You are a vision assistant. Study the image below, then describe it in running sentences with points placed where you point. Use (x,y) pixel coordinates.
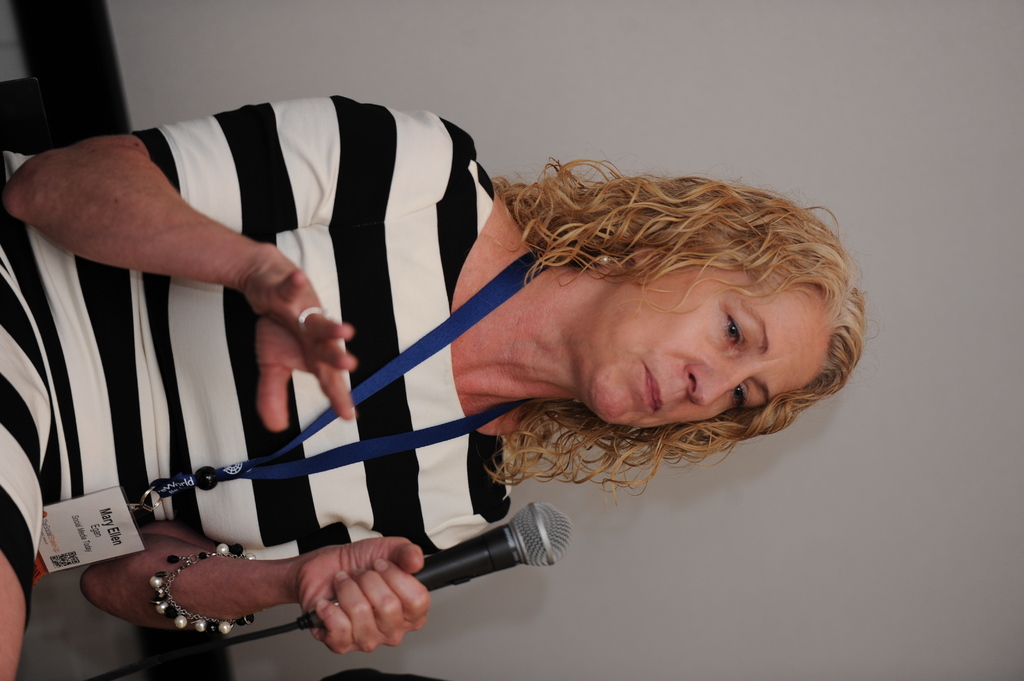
In this image i can see a woman (224,340) wearing a white and black striped dress (135,381) and a id card (132,527) is sitting and holding a microphone (550,539) in her hand (293,562). In the background (272,641) i can see the wall (822,94).
